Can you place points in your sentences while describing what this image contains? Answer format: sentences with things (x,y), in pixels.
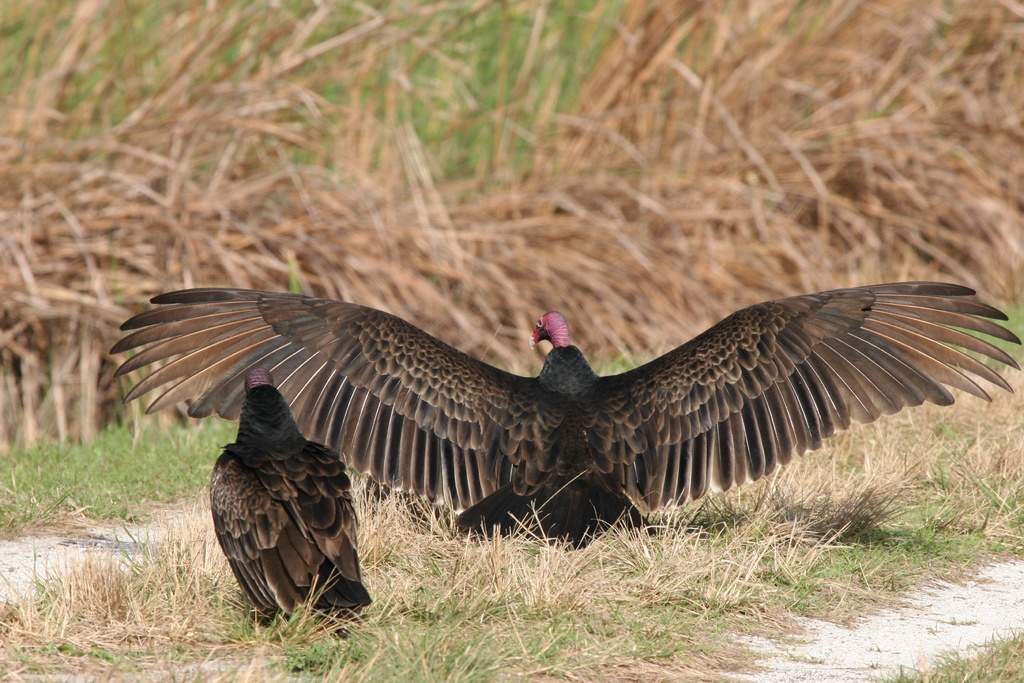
There are two turkey vultures (421,479) standing. These are the wings (439,426). I can see the dried grass (550,586). In the background (141,207), I think these are the dried plants (654,236).
